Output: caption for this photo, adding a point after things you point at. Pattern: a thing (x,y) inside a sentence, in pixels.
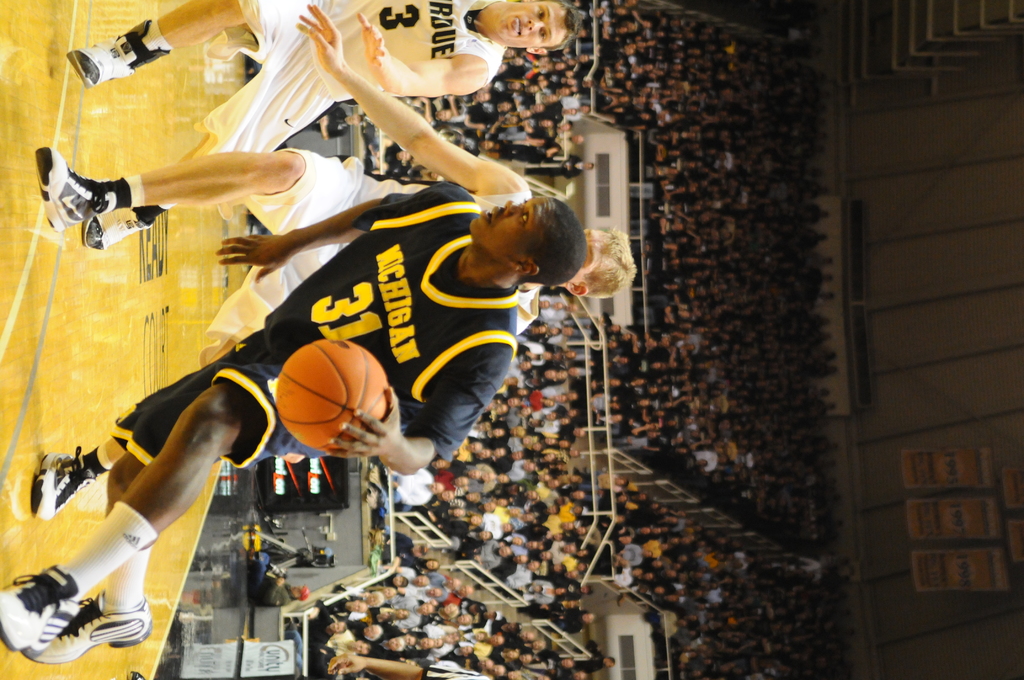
In this picture we can see three men (321,27) running on the ground (3,249) where a man (268,378) holding a ball (351,356) with his hand (375,448) and in the background (684,79) we can see a group of people (653,47) sitting, banners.
